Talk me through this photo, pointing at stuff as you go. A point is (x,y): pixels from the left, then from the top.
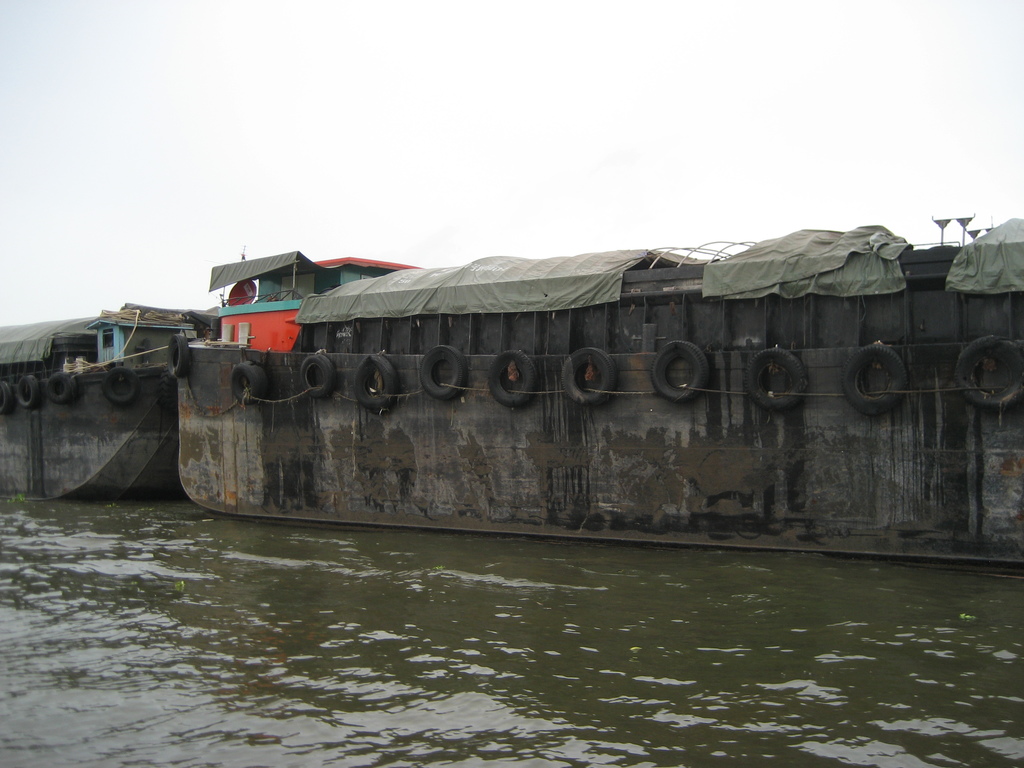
In the image there are two boats (362,431) moving on the lake (204,627) with tents (14,334) above it and tires (528,383) hanging to it and above its sky (233,128).
